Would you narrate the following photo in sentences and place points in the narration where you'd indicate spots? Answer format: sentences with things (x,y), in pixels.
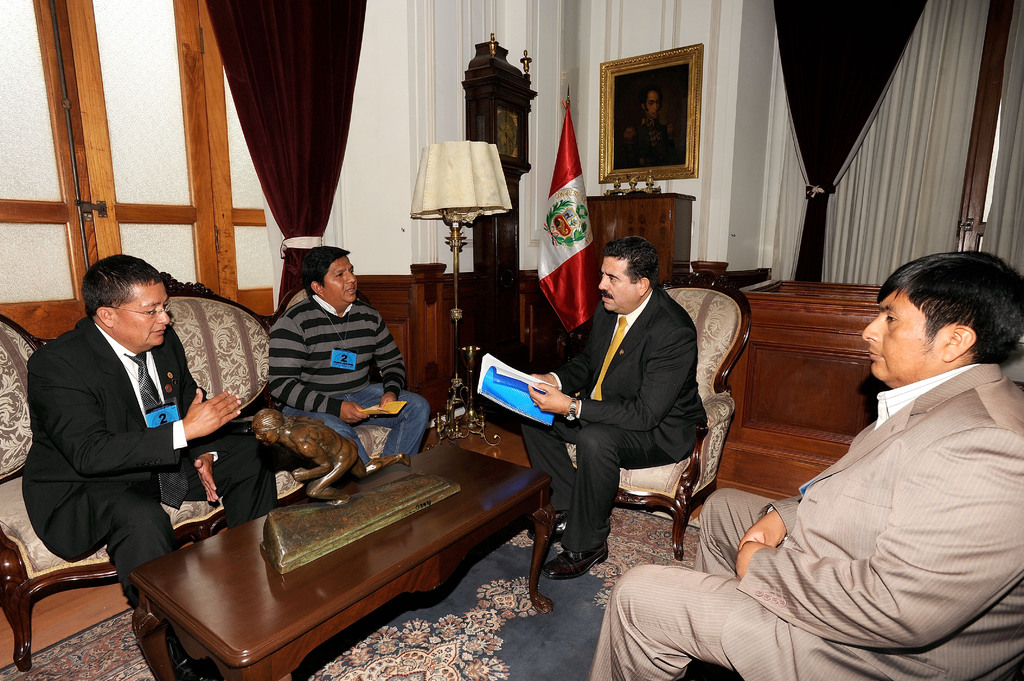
Here we can see a group of people (831,604) sitting on chairs (247,393) with a table (466,510) in front of them discussing something and the person (655,371) in the middle (677,325) is having a book (511,394) in his hands (533,388) and behind him we can see a flag post (548,230) and a lamp (470,201) and we can see curtains (315,130) present and a portrait (677,162) present.
